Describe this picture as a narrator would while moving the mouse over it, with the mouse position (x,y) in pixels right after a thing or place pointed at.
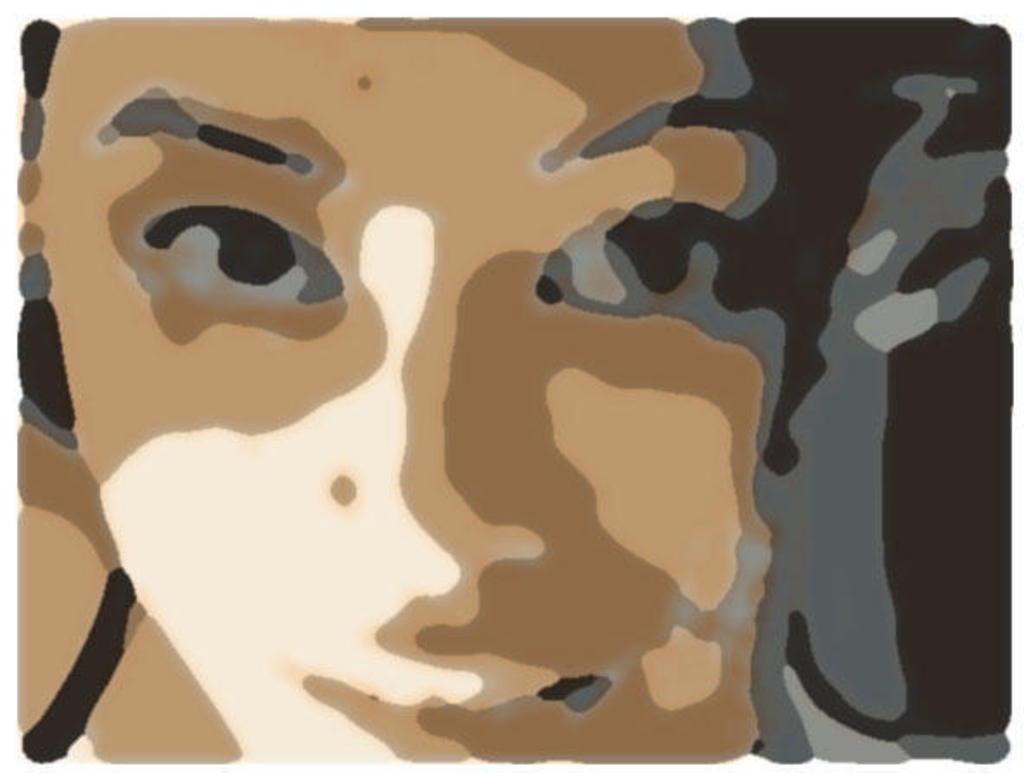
As we can see in the image there is painting (544,474) of a woman face (342,333).
